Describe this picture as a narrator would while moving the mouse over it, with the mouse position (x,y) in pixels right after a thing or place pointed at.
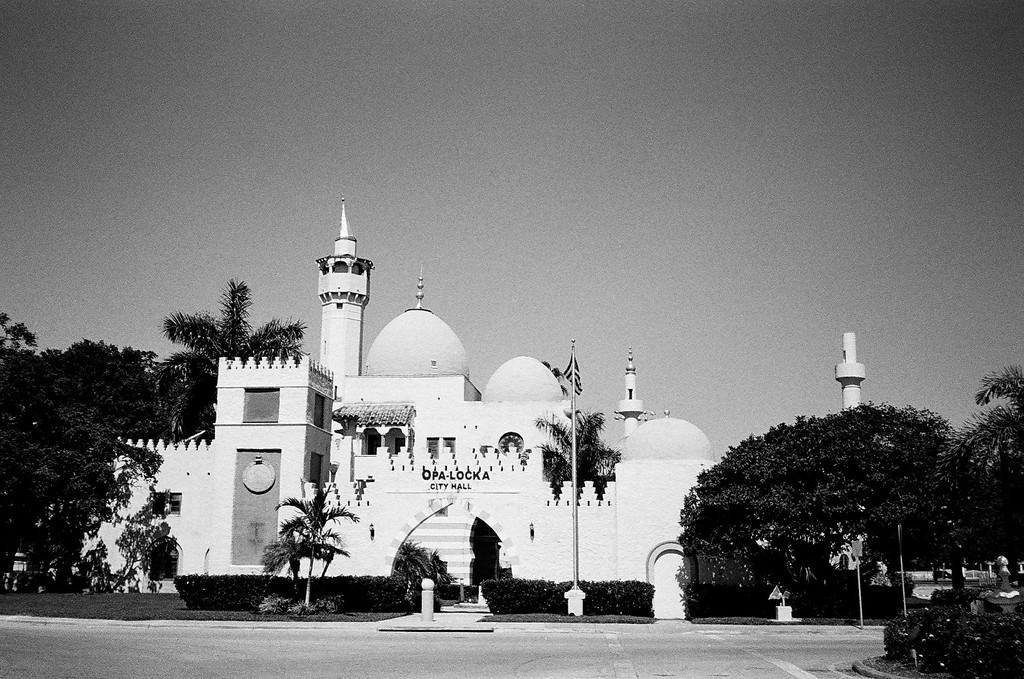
In this picture I can see the path (230,623) in front (65,657) and in the middle of this picture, I can see bushes (207,587) and many trees (766,513). I can also see a building (483,442) and in front of the building (546,493) I can see a pole (575,524) on which there is a flag (572,364). In the background (506,279) I can see the sky (549,225) and I see something is written on the building (440,459).
